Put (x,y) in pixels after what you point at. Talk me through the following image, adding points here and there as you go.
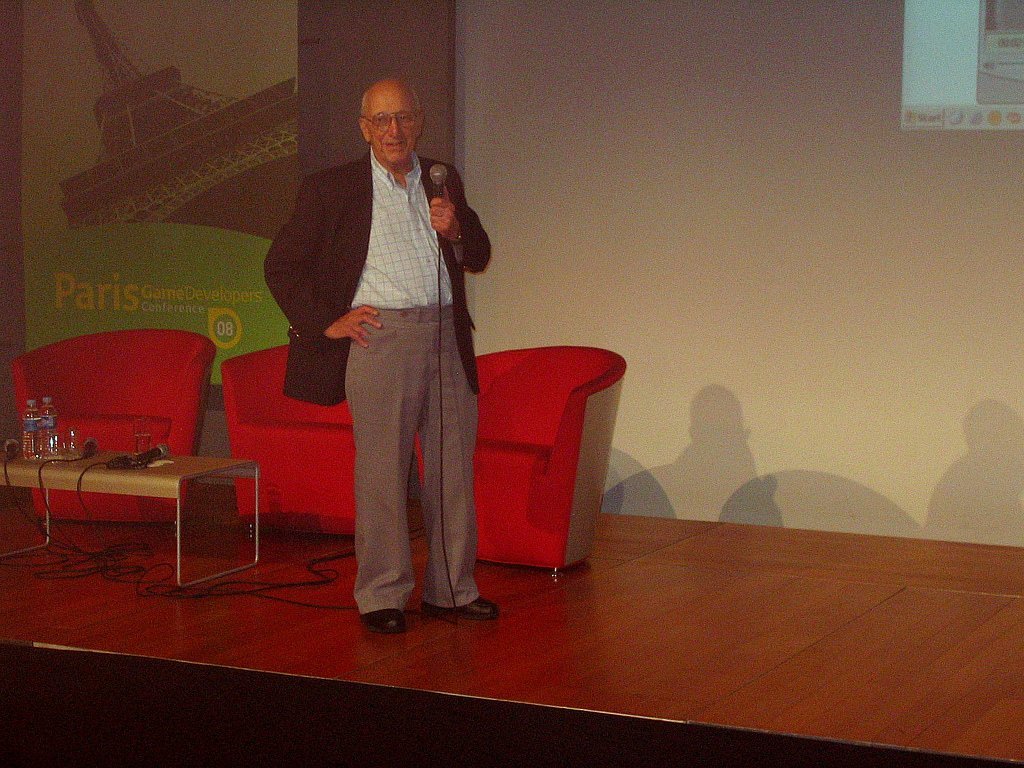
In this picture there is a man (388,134) standing, smiling. He is holding a microphone (437,175) in his left hand (445,205) and placed his right hand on his waist (391,342). There is a couch (610,376) behind him, there is a table (216,463) with some microphones (159,455), water bottles (43,425). In the backdrop (149,82) there is a wall (745,205) there is also a projector screen (920,108) onto the right.
